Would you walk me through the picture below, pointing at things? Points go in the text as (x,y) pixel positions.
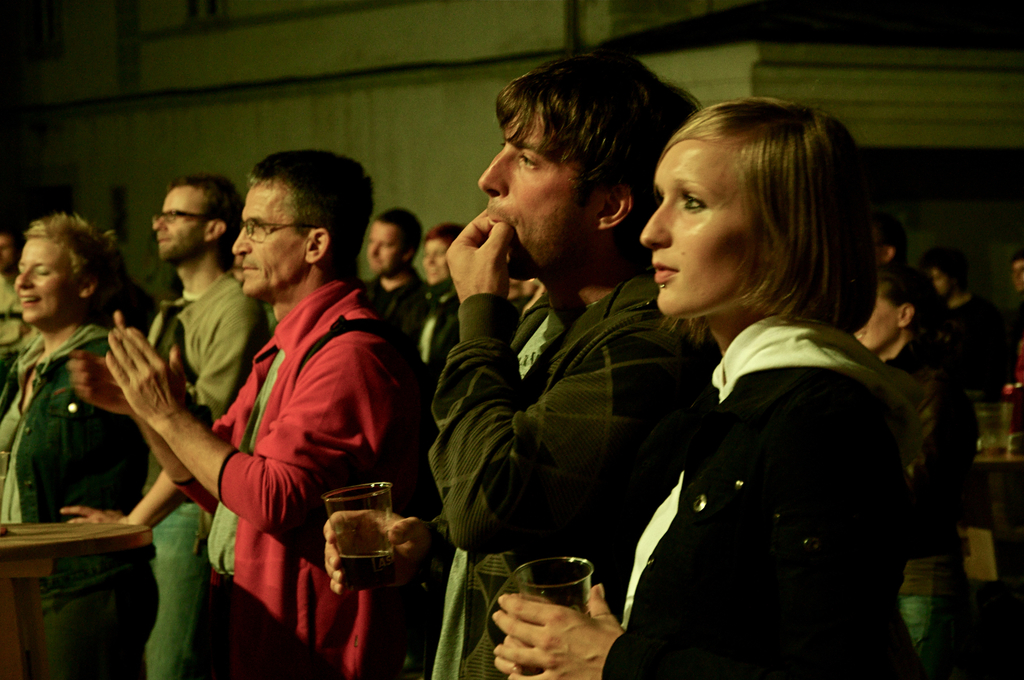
In this picture we can see a group of people (874,475) standing and two people (607,229) are holding glasses (547,574) with their hands (339,586) and two people (216,234) wore spectacles (245,221) and in front of them we can see a table (92,526) and in the background (124,98) we can see the wall (410,61), glass (987,440) and some objects (990,540).
